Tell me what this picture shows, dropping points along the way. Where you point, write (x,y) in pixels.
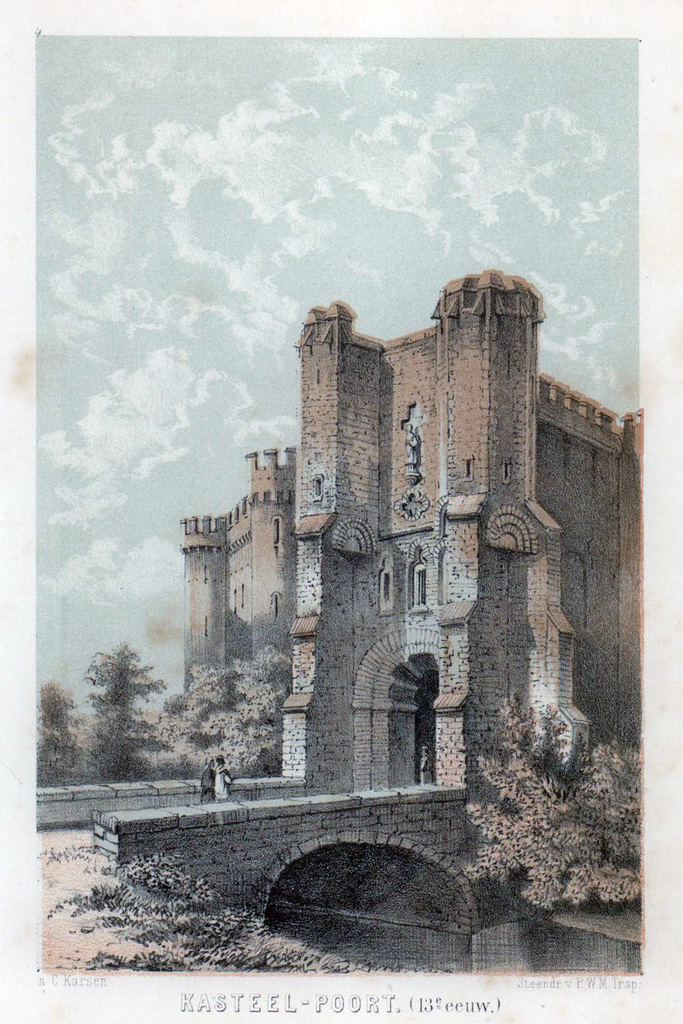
This image consists of a poster (398,834). In the middle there are trees (505,834), bridge (271,855), people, and at the bottom (298,1006) there is text (347,999). At the top (392,197) there are sky (320,240) and clouds (219,240). This seems like an art.
